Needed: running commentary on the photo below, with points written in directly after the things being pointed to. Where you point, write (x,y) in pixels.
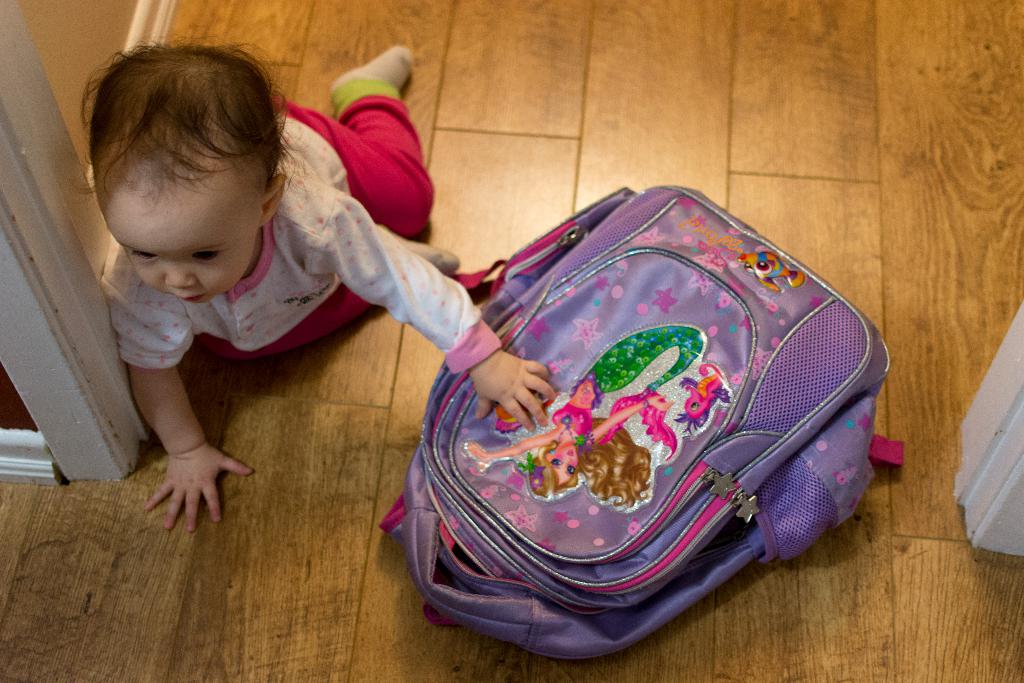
In this image we can see a kid (286,275). At the bottom (526,645) there is a bag (614,475) placed on the floor (933,498).
